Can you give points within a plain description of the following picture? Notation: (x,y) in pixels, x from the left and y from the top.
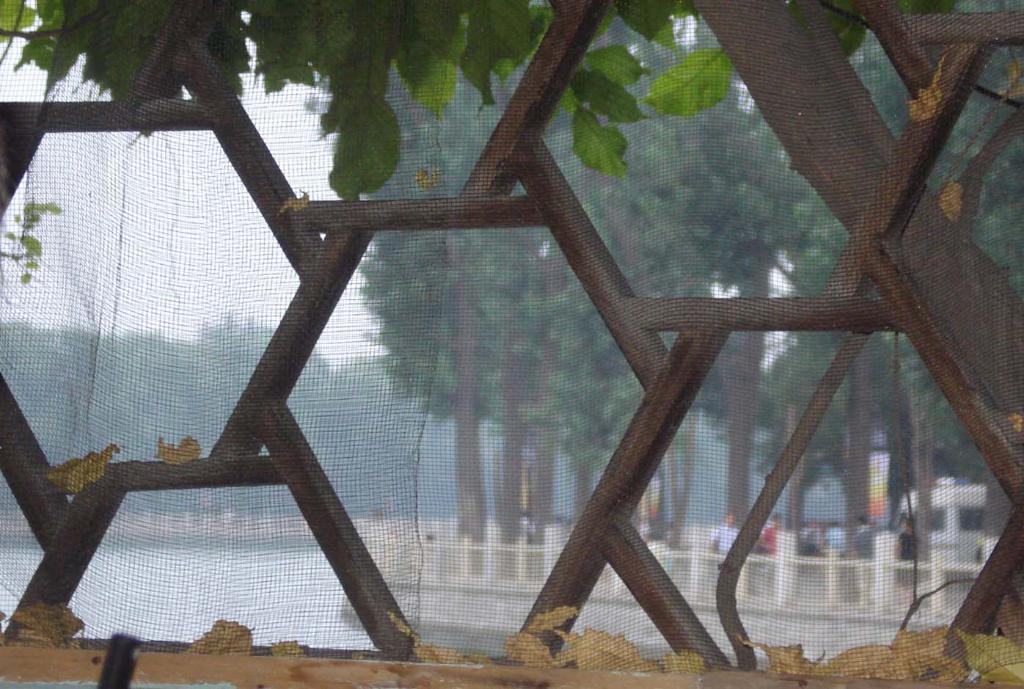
In this image, we can see some net (464,470) with grill (5,452). Through the net (473,270), we can see the other side view. There are so many trees (556,378), water (256,571), rod fencing (512,575), few people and sky (220,297) we can see.
